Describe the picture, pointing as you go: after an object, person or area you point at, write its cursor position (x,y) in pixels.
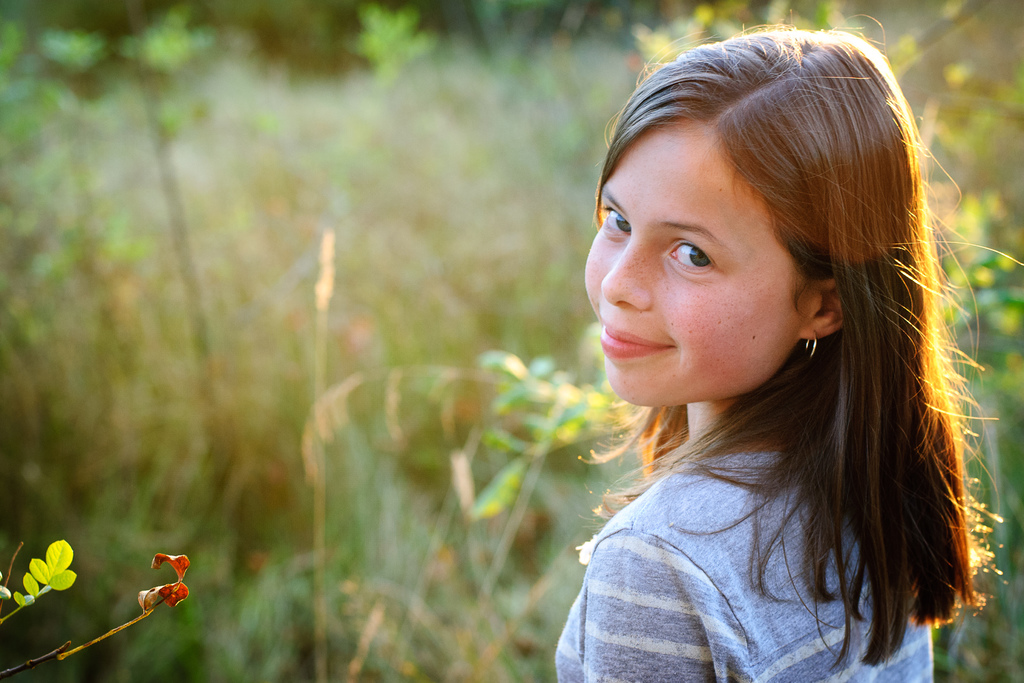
There is a girl (669,415) smiling. In the background (395,32) it is blur and green. In the bottom left side of the image (31,589) we can see leaves (66,580).
